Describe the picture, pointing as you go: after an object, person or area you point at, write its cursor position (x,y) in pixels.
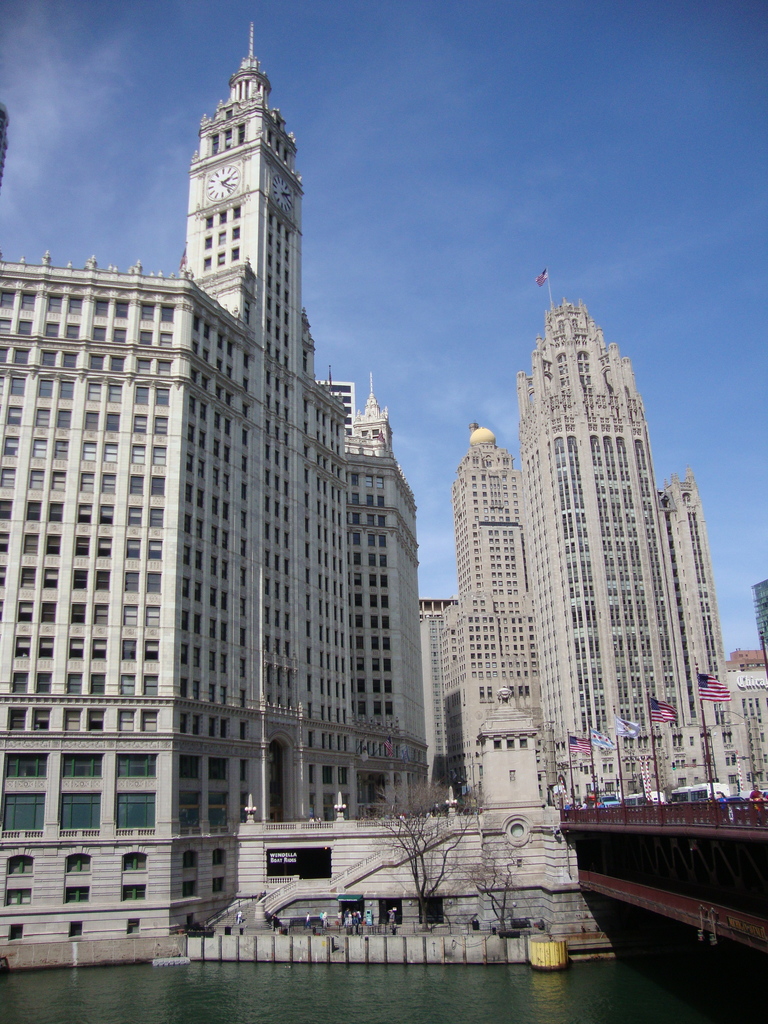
Sky (558,195) is in blue color. In-front of these buildings (395,679) there are flags (726,688), bare trees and water (536,1002). Above this water (673,969) there is a bridge (716,836).
